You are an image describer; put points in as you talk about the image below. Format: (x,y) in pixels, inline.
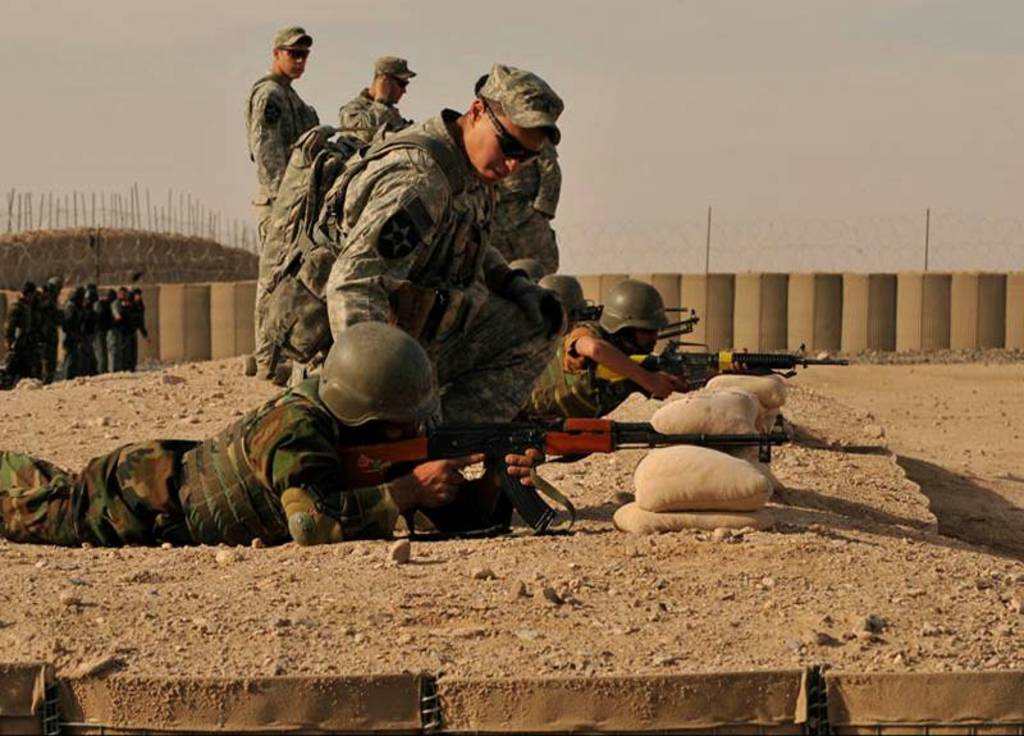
In this picture I can see few people (54,307) are standing and I can see few people (641,320) lying on the ground (708,604) and holding guns (660,375) in their hands (660,375) and I can see few people (488,135) wore caps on their heads (511,165) and I can see few gunny bags (723,475) on the ground (703,621) and I can see metal fence (670,233) and the sky (700,23).
